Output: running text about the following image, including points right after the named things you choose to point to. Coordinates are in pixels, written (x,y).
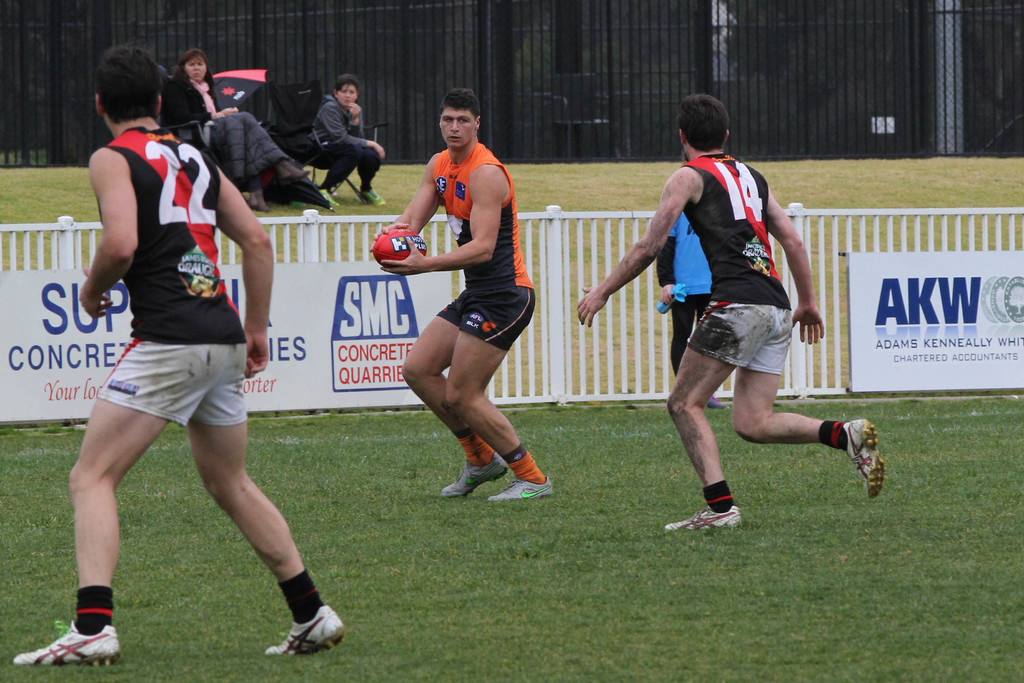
In this image we can see few people (477,331) playing in the ground (665,543), a person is holding a ball (398,240) and a person (680,259) is holding an object (661,303) looks like a bottle (674,300), there is a fence (583,279) with few banners (878,307), there are two persons (231,139) sitting on the chairs (277,123) and there are umbrellas (307,190) near them, there is a railing (228,26) in the background (794,71).
